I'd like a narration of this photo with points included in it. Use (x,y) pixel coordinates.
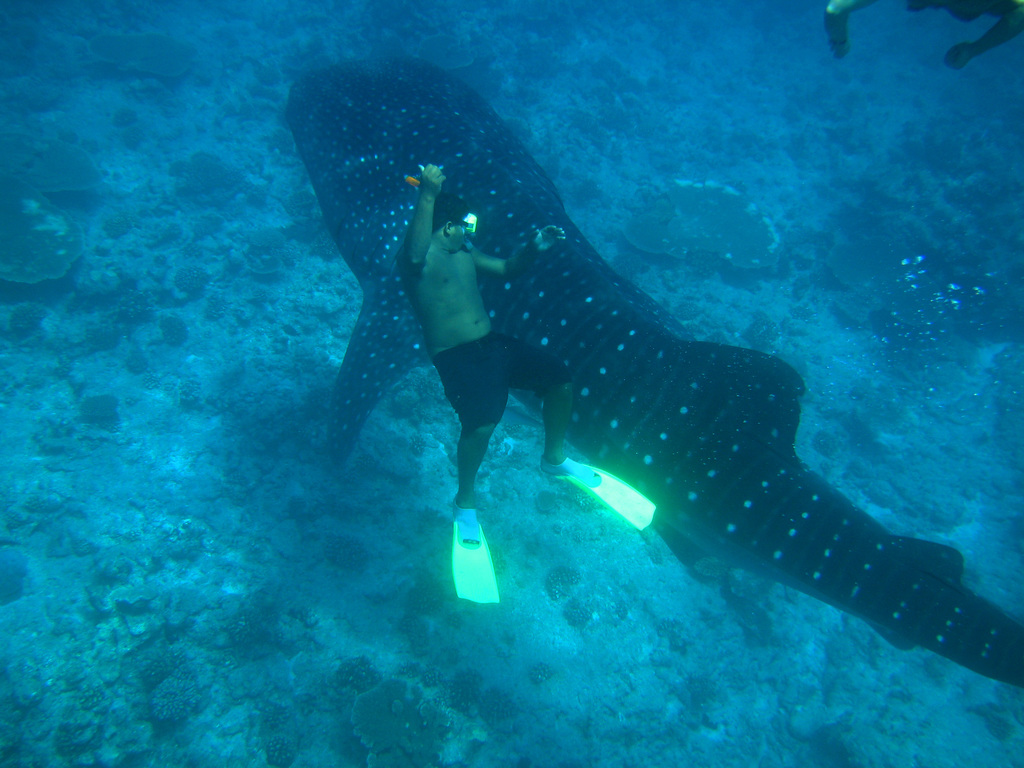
Inside the water (940,454) we can see a person (455,277) and sea animal (573,376).
